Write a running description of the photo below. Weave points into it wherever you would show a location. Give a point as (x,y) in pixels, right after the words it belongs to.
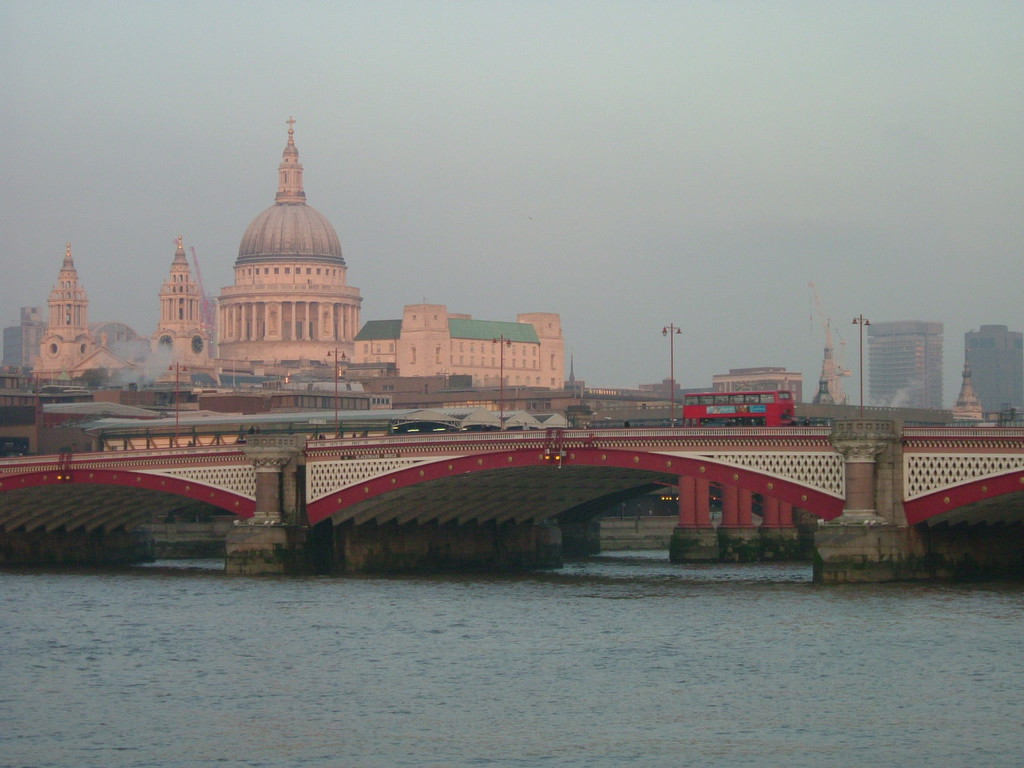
In this picture, there is a bridge (425,434) in the center (525,434). On the bridge (370,473), there are some vehicles (739,424). At the bottom (530,652), there is water (723,688). In the background (524,328), there are buildings (340,325) and poles (861,344). On the top (626,154), there is a sky (604,208).
